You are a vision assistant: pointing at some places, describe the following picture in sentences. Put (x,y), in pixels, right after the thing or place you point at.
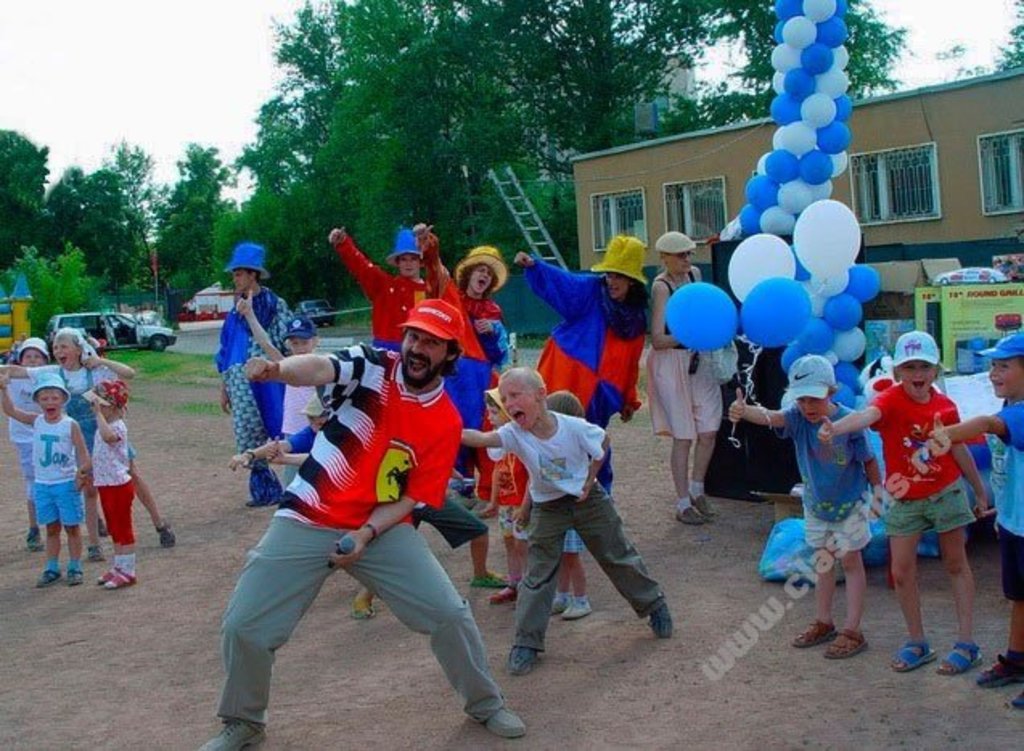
In this picture we can see some people (908,616) are standing and shouting and some of them are wearing the clowns (619,392) and a man (330,564) is bending and wearing a hat (439,341) and holding a mic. In the background of the image (251,197) we can see the trees (353,306), vehicles (330,318), shed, buildings (663,224), windows (645,212), ladder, balloons (804,314), boxes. At the bottom of the image (50,695) we can see the ground (711,698). In the middle of the image (359,340) we can see the road (188,345) and grass (180,370). In the bottom right corner (808,587) we can see the text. At the top of the image (14,113) we can see the sky (117,7).
